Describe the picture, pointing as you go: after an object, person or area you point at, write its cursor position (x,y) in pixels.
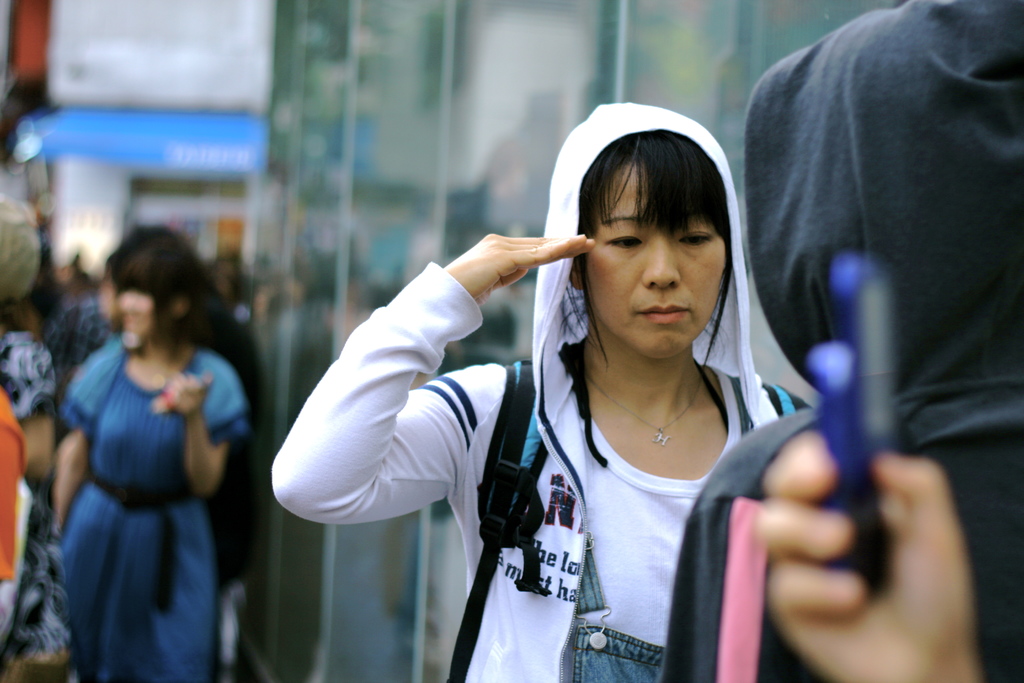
In this image we can see many persons (438,459) walking in the ground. In the background (191,103) there is wall (277,70).
